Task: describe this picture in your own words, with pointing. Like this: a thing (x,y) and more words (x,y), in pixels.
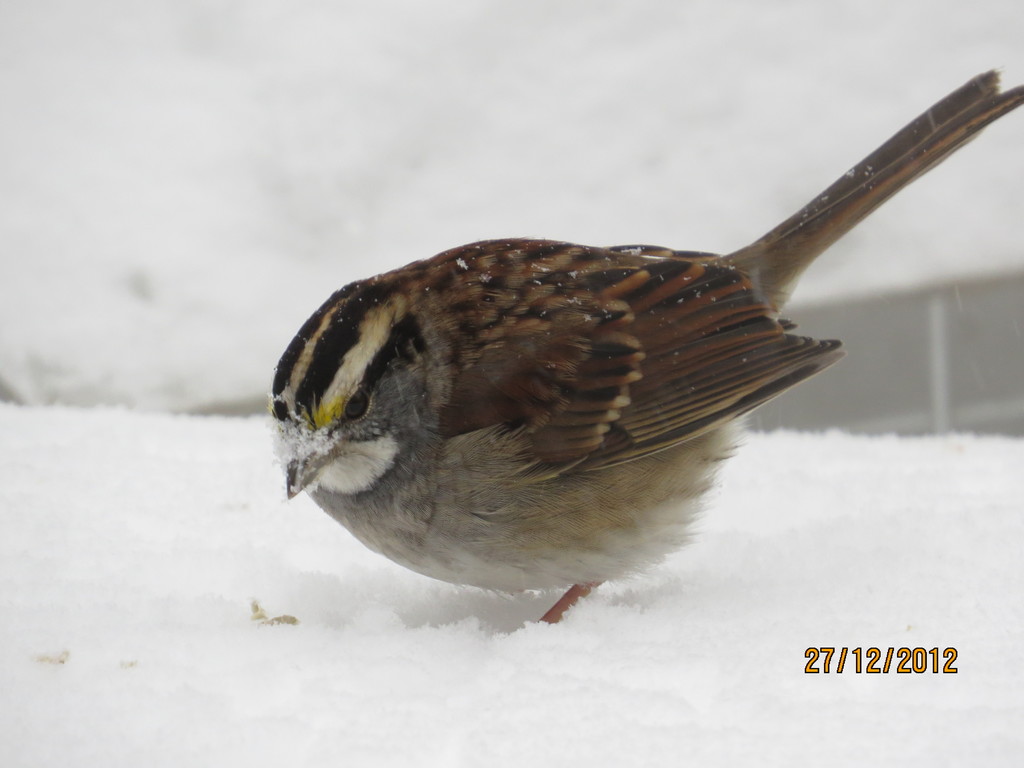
In the image we can see a bird (510,321), white, black, light brown and gray in color. Everywhere there is a snow (719,523), white in color, this is a watermark (904,662).
